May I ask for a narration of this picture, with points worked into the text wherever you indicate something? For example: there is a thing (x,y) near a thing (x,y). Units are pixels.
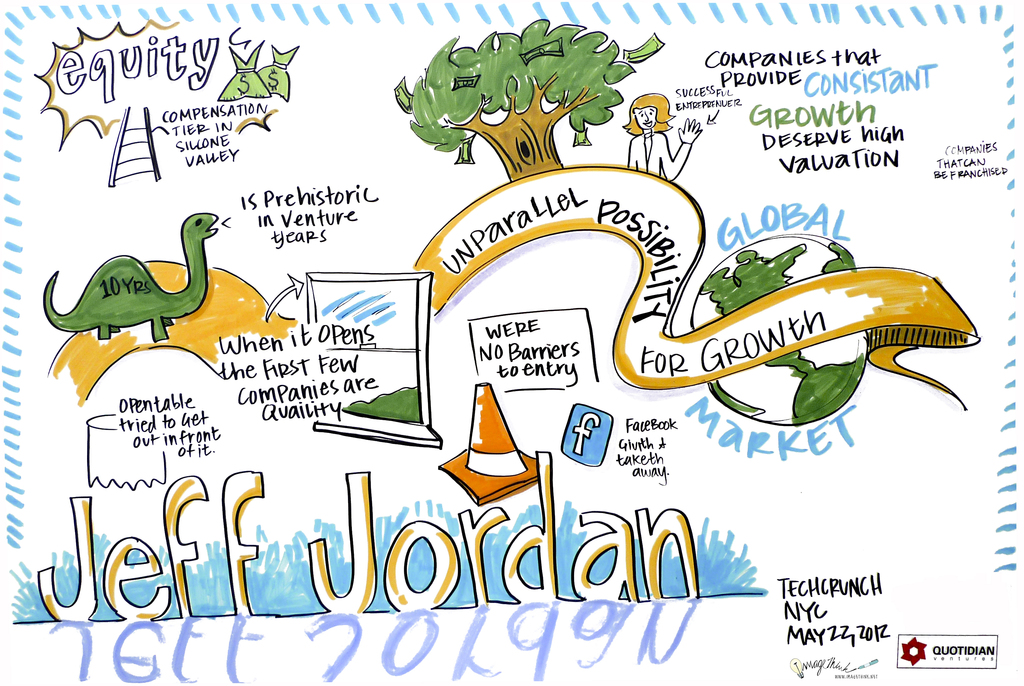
This is the cartoon image in which there is some text (434,539) written and there are images of a tree (446,79).
